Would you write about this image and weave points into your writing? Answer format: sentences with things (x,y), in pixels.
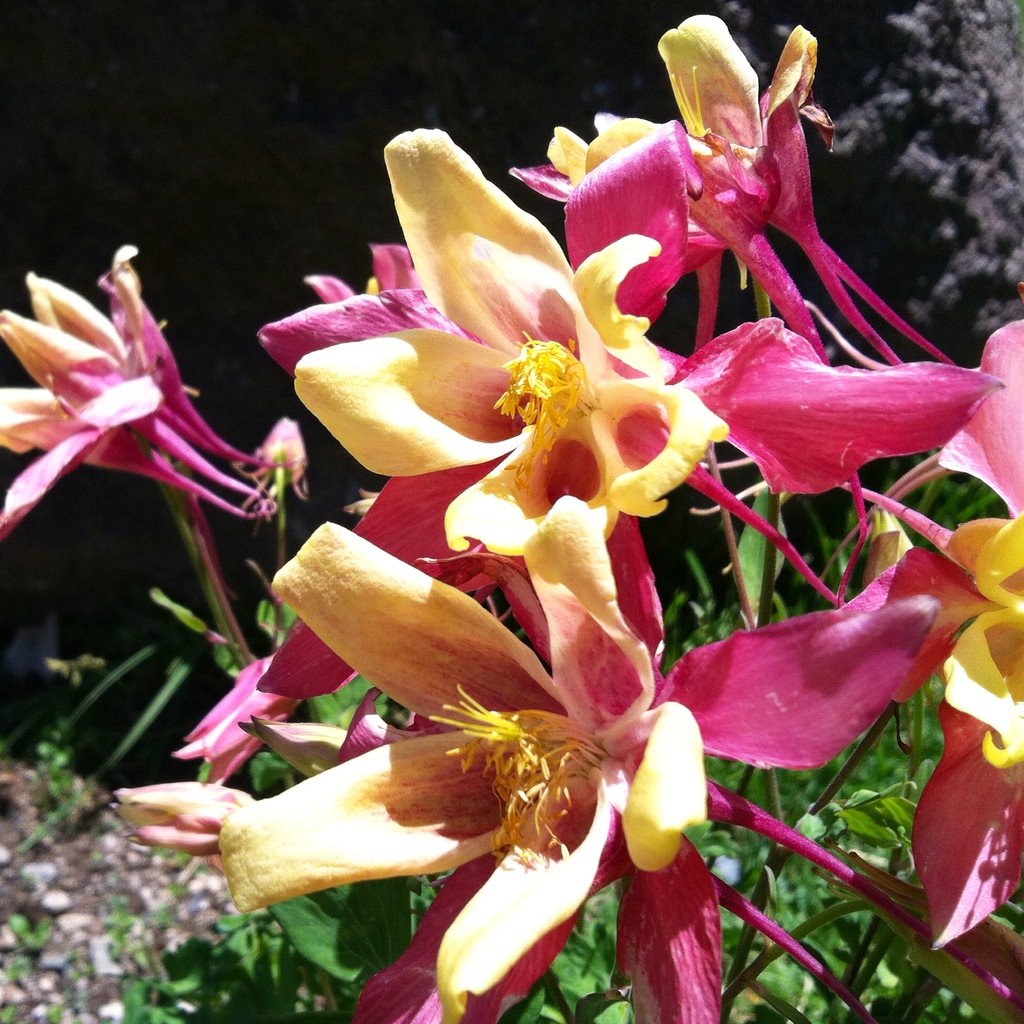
In this image there are red and yellow colorful flowers (569,478). There are trees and plants (729,940) in the background (8,715).
